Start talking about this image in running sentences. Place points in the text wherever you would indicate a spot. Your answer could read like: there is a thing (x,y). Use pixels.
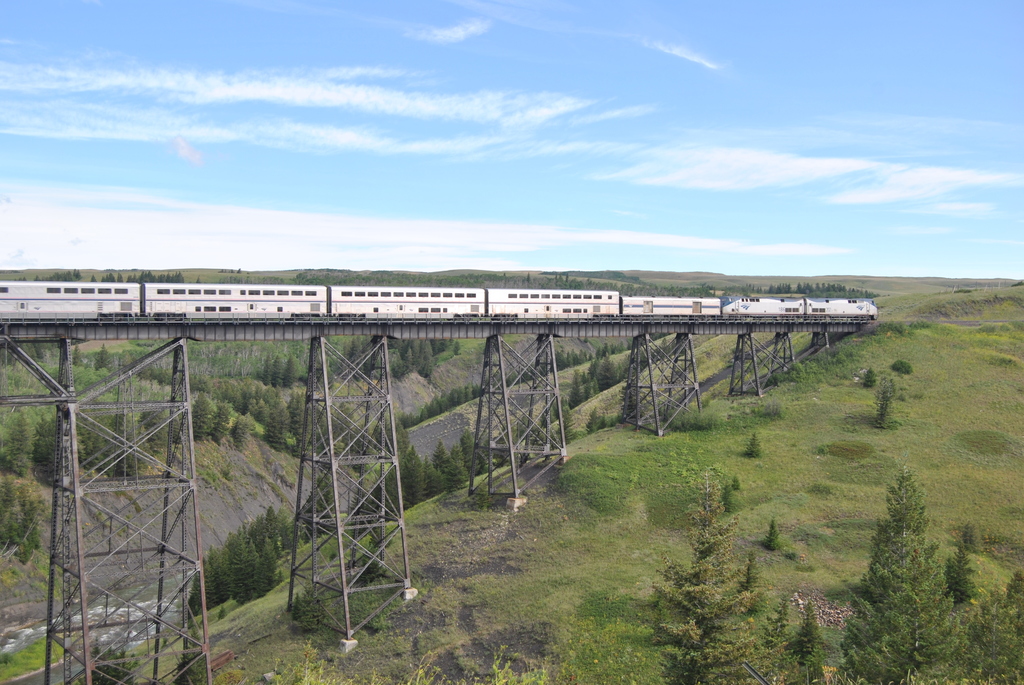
In this image we can see a train (540,311) on the railway track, bridge (93,394), grills (372,441), trees (716,512) and sky (529,153) with clouds (529,153).
